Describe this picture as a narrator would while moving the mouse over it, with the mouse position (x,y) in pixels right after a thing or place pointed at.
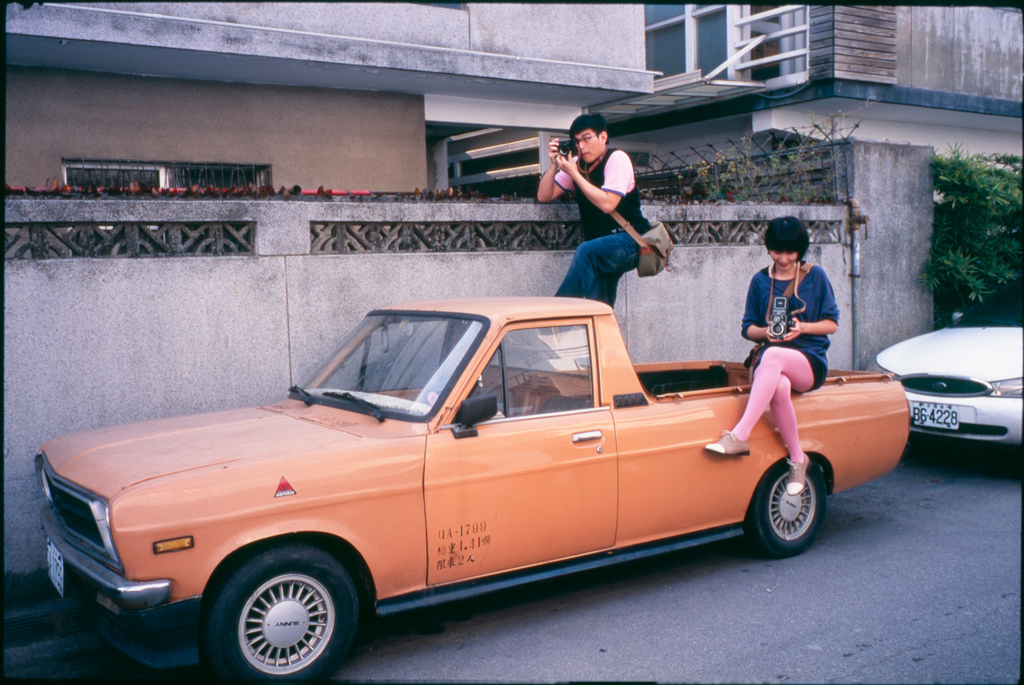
In this picture there is a orange color car (815,454) where two persons (812,295) on it. A woman (741,437) sitting on it and holding a camera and another person (634,180) was standing taking a photo with a camera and carrying a bag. In the right side (969,362) there is another car (970,401) in white in color with the number plate (955,412), there is a plant (971,293) near the car (1010,290). In the background (837,33) there is a building (538,22).
